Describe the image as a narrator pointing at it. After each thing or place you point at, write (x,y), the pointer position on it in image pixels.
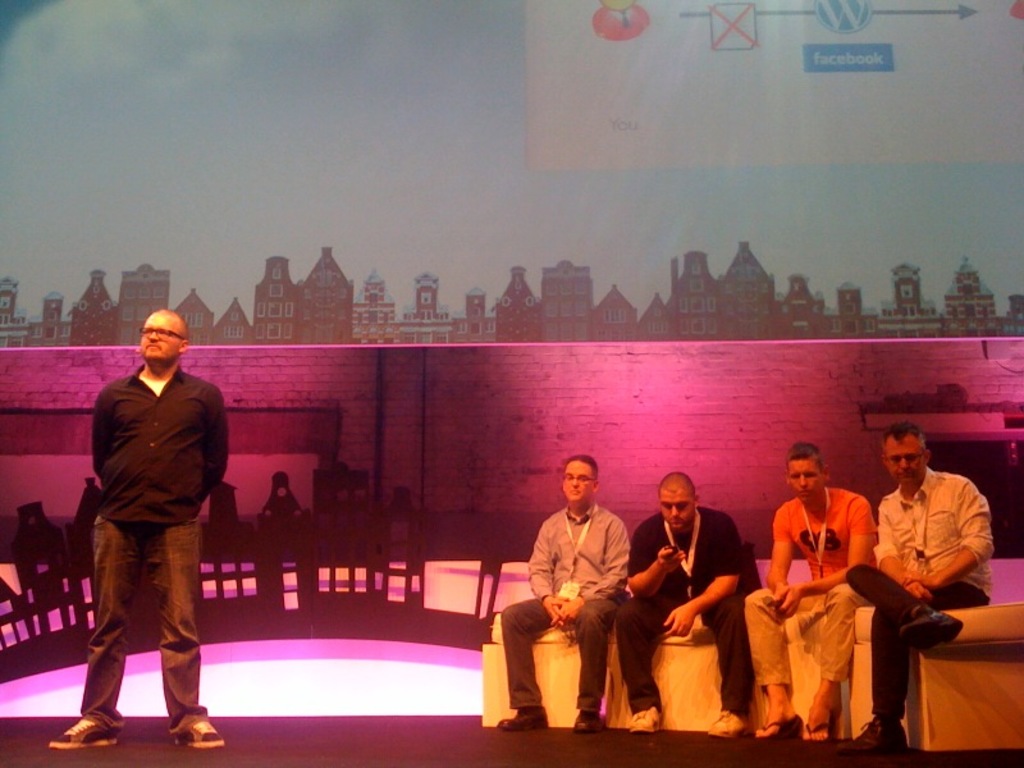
In this image I can see few people (877,621) are sitting on the couch (969,637) and one person (189,472) is standing. Back I can see a wall (571,368) and banner (586,163). I can see the pink and yellow color lighting (804,402).
